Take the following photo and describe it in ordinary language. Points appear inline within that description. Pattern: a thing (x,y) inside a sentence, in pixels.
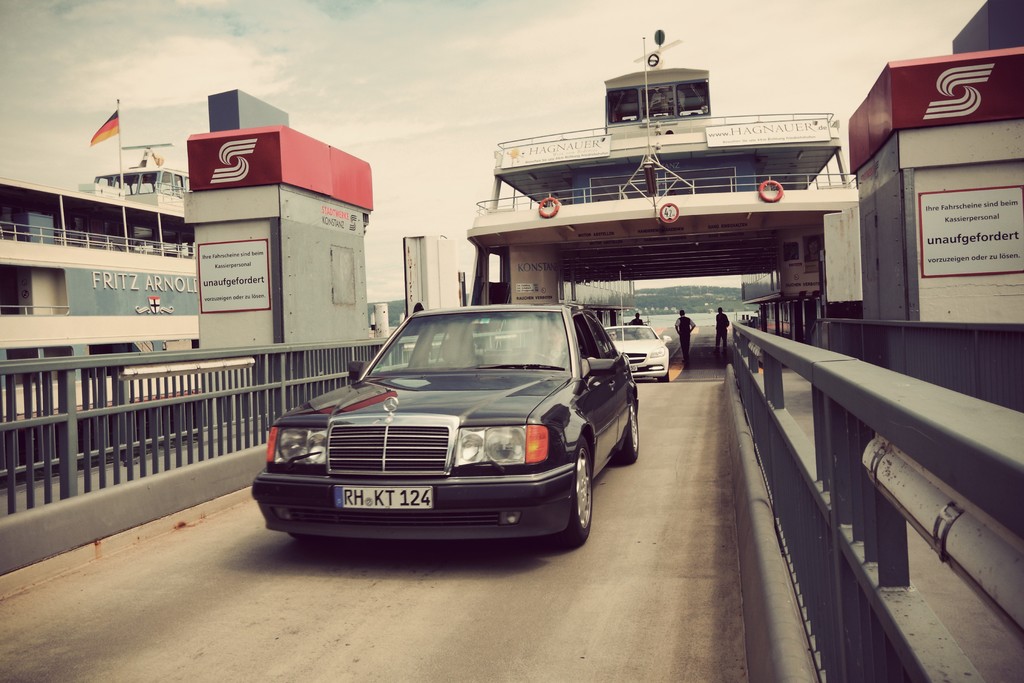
Here we can see black color and white color vehicle (604,413). Backside of this white vehicle (630,340) there are three people (682,334). Here we can see flag (116,115), tubes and boards (948,268). Sky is cloudy.
